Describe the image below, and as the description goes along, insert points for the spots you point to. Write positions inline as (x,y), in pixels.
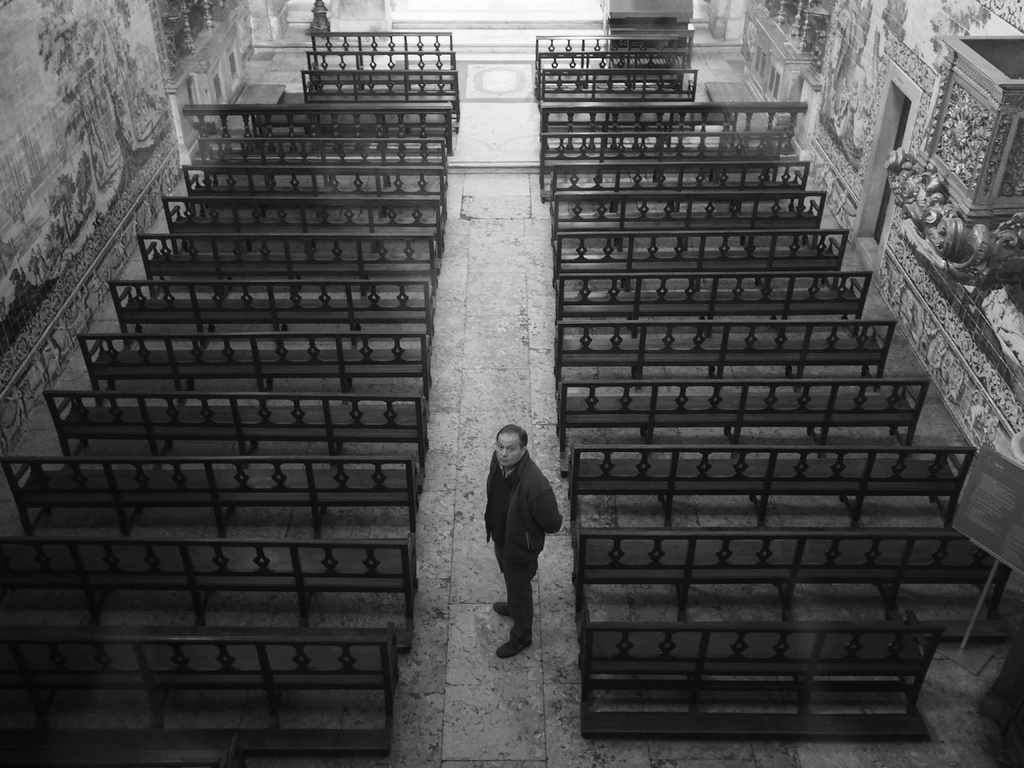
In this image I can see a person (518,504) standing. On the left (242,366) and right side (693,477), I can see the benches (695,408). I can also see the image is in black and white color.
